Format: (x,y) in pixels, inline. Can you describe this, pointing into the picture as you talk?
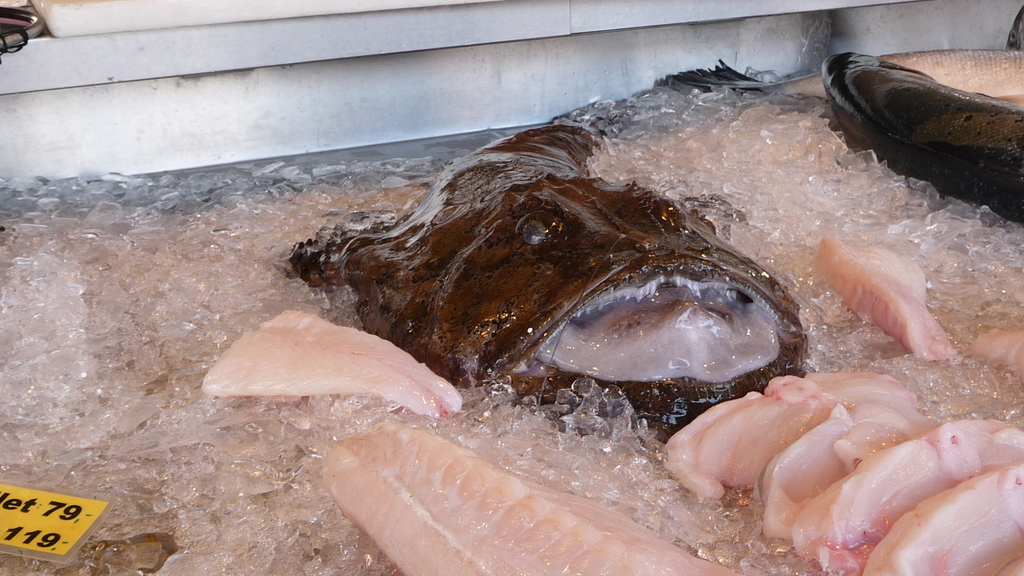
In this picture there is a fish (451,206) in the center of the image (508,266) and there is another fish (845,98) in the top right side of the image (989,180), there is ice (514,441) around the area of the image.
